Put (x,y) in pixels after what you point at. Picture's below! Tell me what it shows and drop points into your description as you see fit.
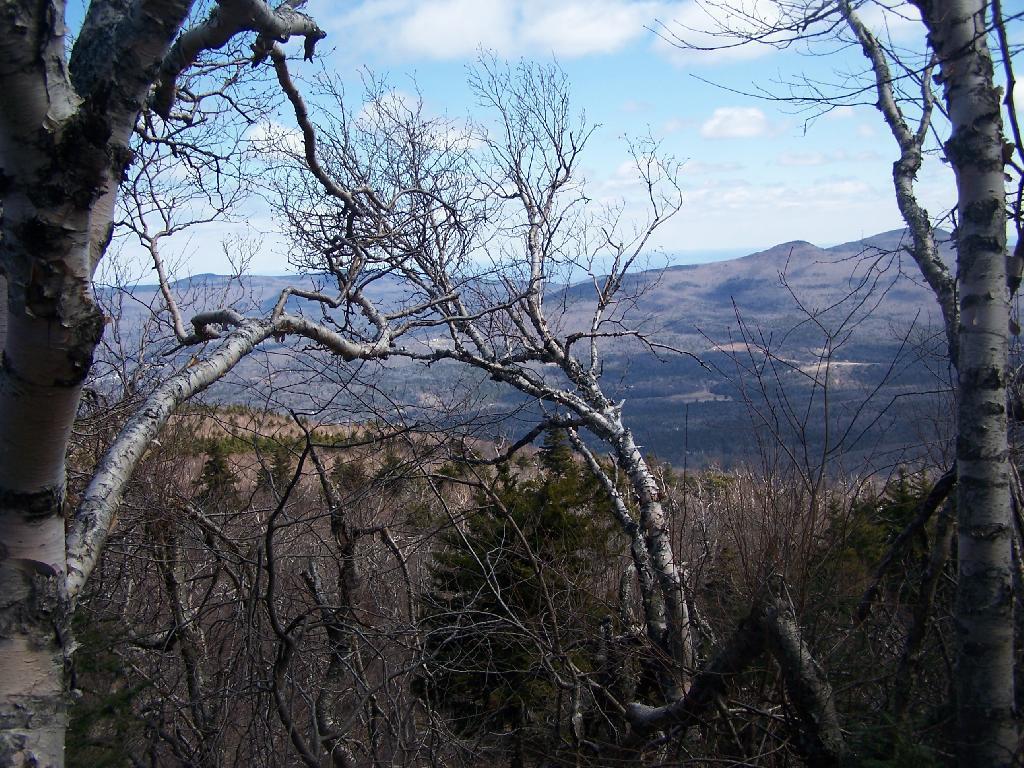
This picture is clicked outside. In the foreground (113,586) we can see the dry stems (515,368) of the trees (477,468) and we can see the grass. In the background (830,289) we can see the sky (456,77), hills (882,361) and some other objects (226,481).
